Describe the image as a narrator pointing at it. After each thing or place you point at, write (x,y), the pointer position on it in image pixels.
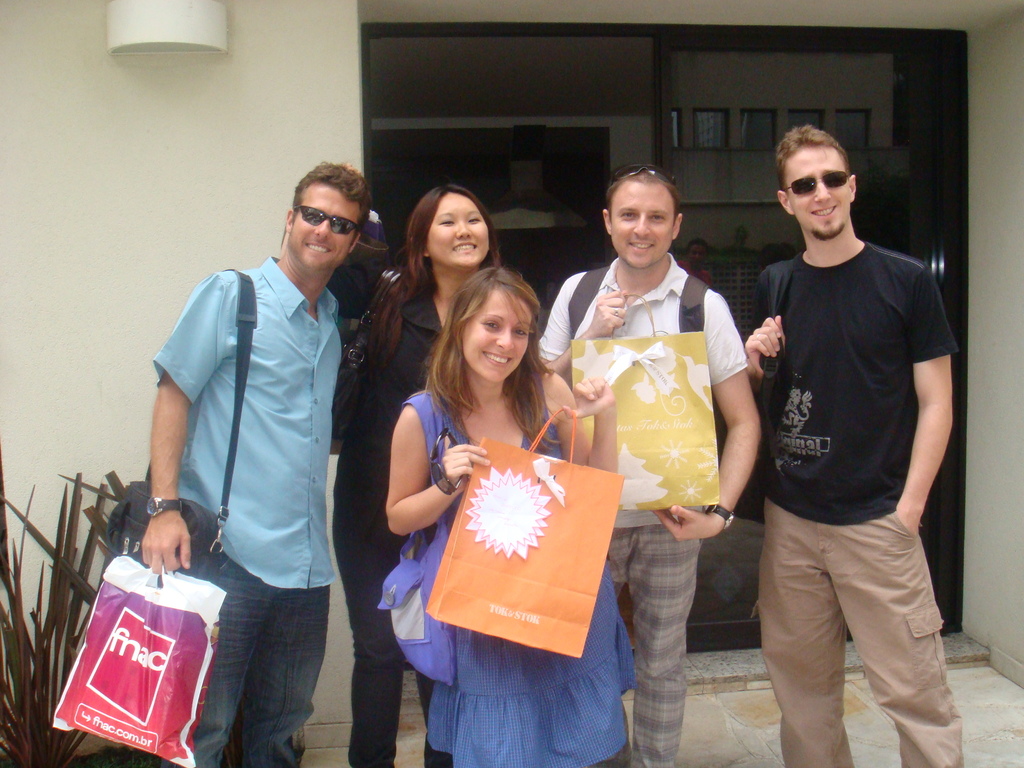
In this image I can see two women (429,389) and three men (894,401) are standing. I can see all of them are carrying bags (78,680) and I can see smile on their faces (327,243). I can also see few of them are wearing shades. In the background (78,506) I can see plant (97,515) and a white colour wall (143,192).
